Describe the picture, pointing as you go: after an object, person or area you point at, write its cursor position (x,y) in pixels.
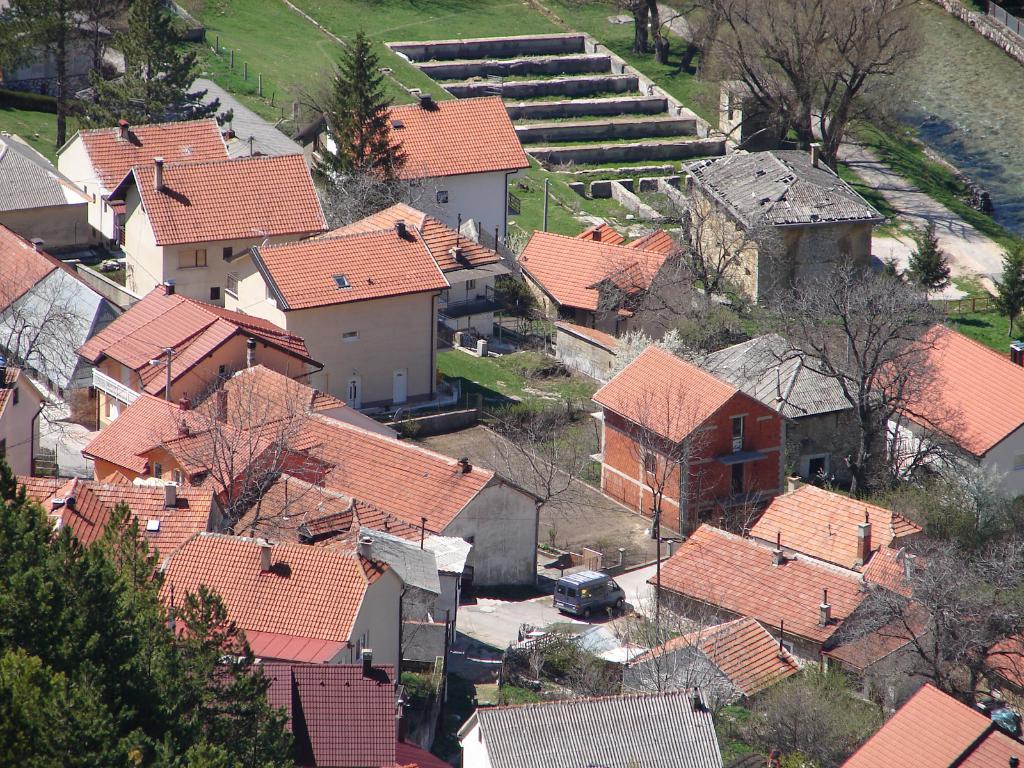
In the image we can see there are trees (196,757) and hut shaped buildings (57,181). There is car (600,595) parked on the road (629,604) and there are stairs (520,98). Behind the ground (428,78) is covered with grass (677,73) and there is water (938,76).
